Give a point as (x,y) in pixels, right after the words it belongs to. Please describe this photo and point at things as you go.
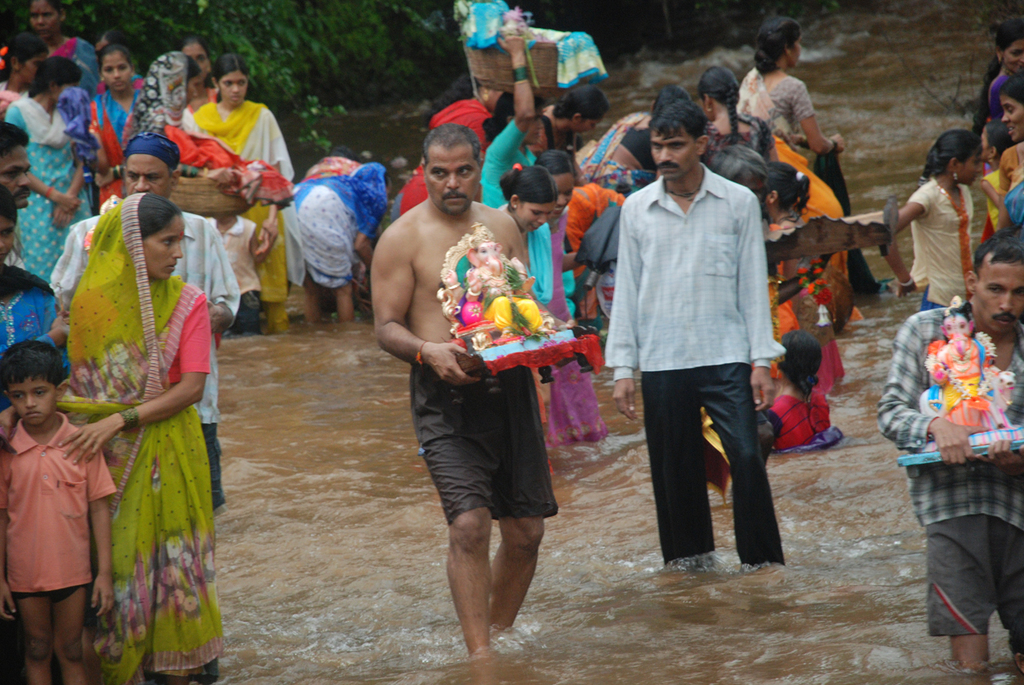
Person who is standing in the middle (501,406), he holding lord Ganesha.
